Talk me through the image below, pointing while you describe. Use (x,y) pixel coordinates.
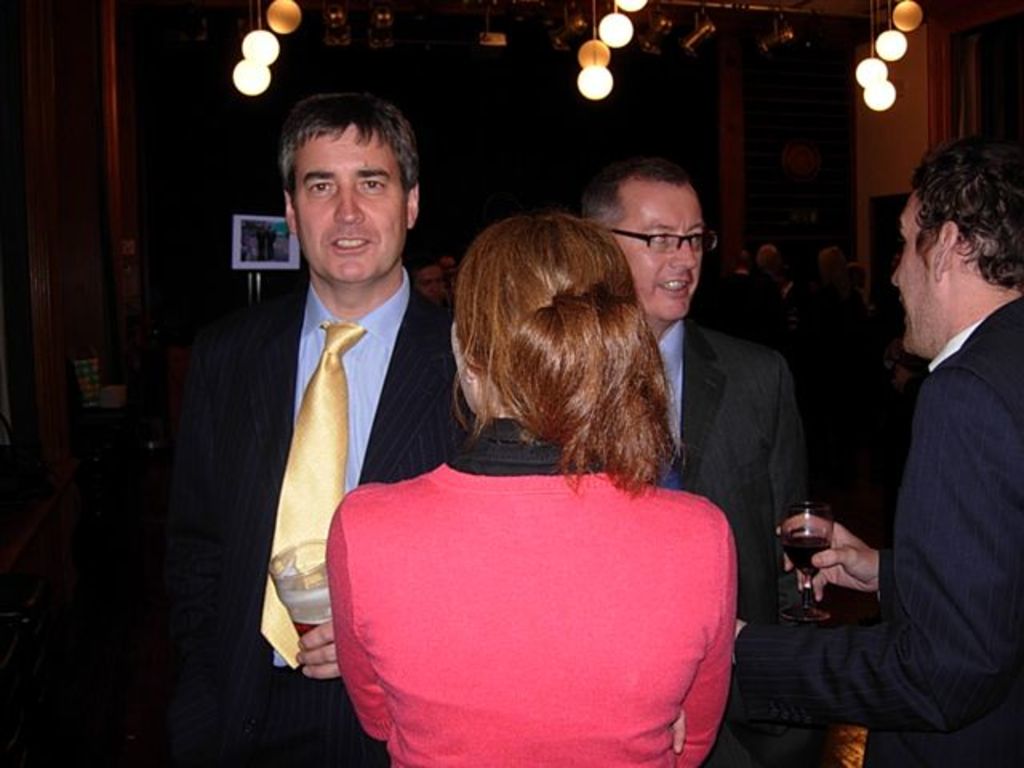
In this picture there is a group of men (365,326) wearing black color coat (397,382) smiling and talking. In the front (614,557) there is a girl (533,588) wearing pink color coat (539,564) is talking to them. Behind there are some hanging lights (246,47).
